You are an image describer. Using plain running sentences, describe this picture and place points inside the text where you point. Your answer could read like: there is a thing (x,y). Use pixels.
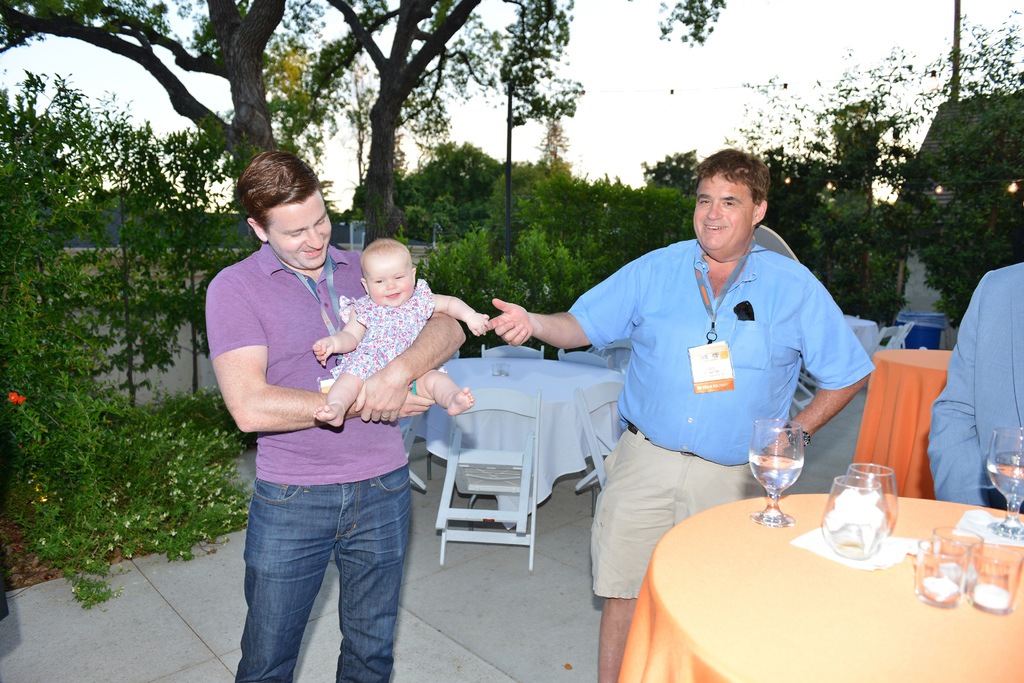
I can see two persons (371,442) standing, one person (366,434) is holding a baby girl (390,353) in his hand (401,366). This is a table (756,593) covered with orange cloth (739,614). there are two glasses (784,436) and tumblers (954,591), tissue papers (896,550) placed on the table (923,647). I can see another table (566,391) covered with white cloth (560,418). There are empty white chairs (519,473). At background (468,284) I can see trees (202,166) and small plants (195,461). At the right corner of the image (952,478) I can see another person (947,443) standing.
